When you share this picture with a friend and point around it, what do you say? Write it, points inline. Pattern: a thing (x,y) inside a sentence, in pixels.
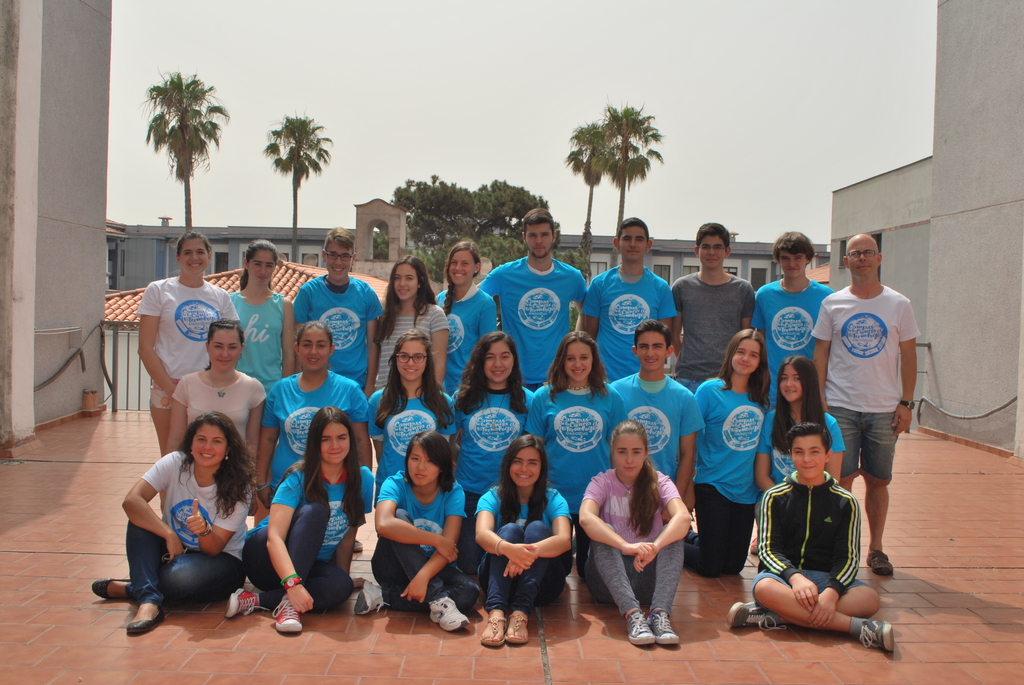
In the image there is a group of people (548,450). Few of them (533,448) are wearing blue t-shirts (644,296), and few of them (214,432) are wearing white t-shirt (177,504) and some (841,519) are with different color t-shirts (206,408). At the back of them there are trees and buildings (367,274) with walls (134,282) and windows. On the left (99,263) and right side of the image (959,132) there are walls (871,228). At the top of the image (714,155) there is a sky (539,60).
